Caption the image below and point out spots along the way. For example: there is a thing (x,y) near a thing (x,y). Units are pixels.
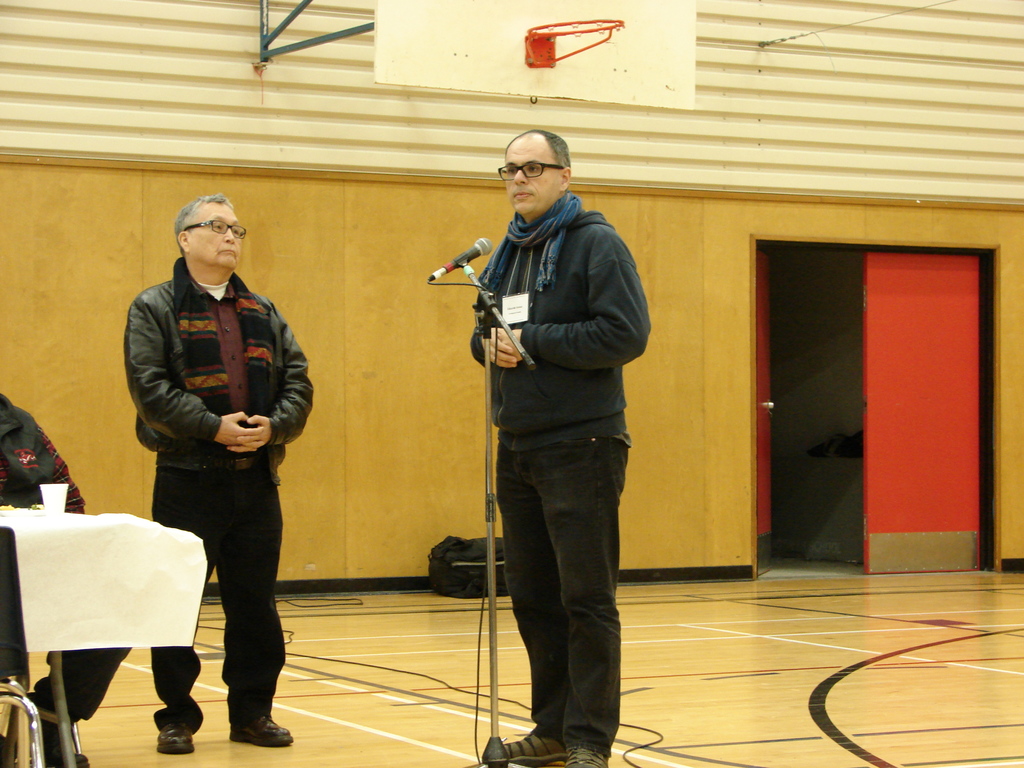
In the picture I can see a man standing on the floor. He is wearing a black color jacket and there is a scarf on his neck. I can see a microphone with stand (490,416) on the floor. I can see another man (267,411) standing on the floor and he is on the left side (249,355). I can see a table (29,620) which is covered with a white colored cloth (82,543) on the bottom left side of the picture (98,603). It is looking like a bag (473,578) on the floor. There is a door (932,445) on the right side (948,360). I can see the backboard (609,42) and rim parts (597,30) at the top of the picture (607,38).
